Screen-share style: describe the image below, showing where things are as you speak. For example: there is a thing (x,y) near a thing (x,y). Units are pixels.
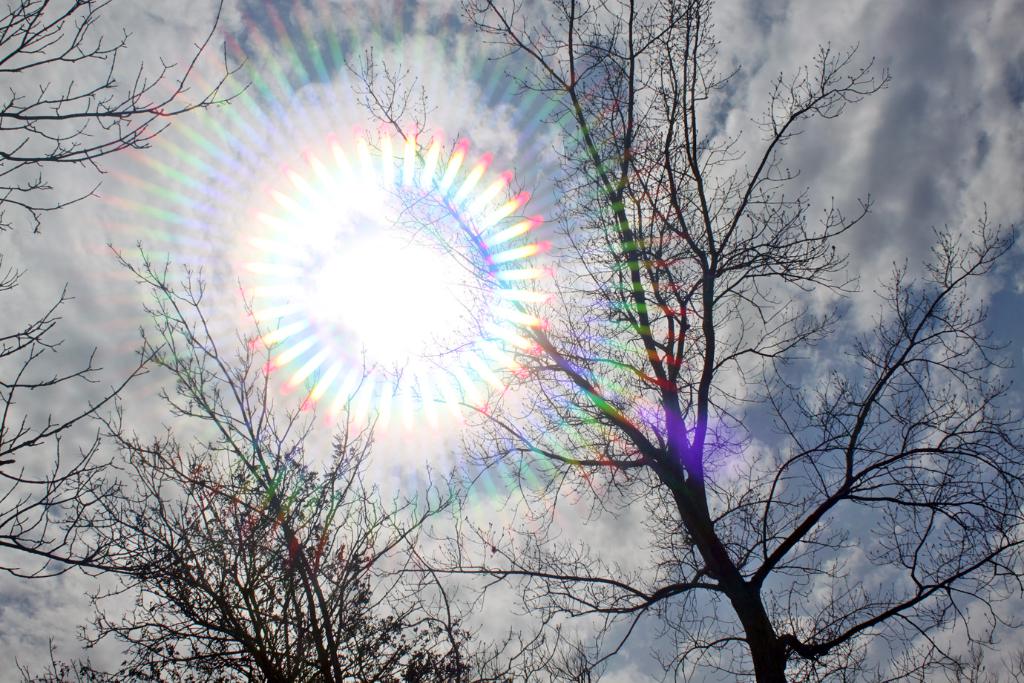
In this image I can see trees (307,572). There is sun (401,272) in the sky (253,319).
